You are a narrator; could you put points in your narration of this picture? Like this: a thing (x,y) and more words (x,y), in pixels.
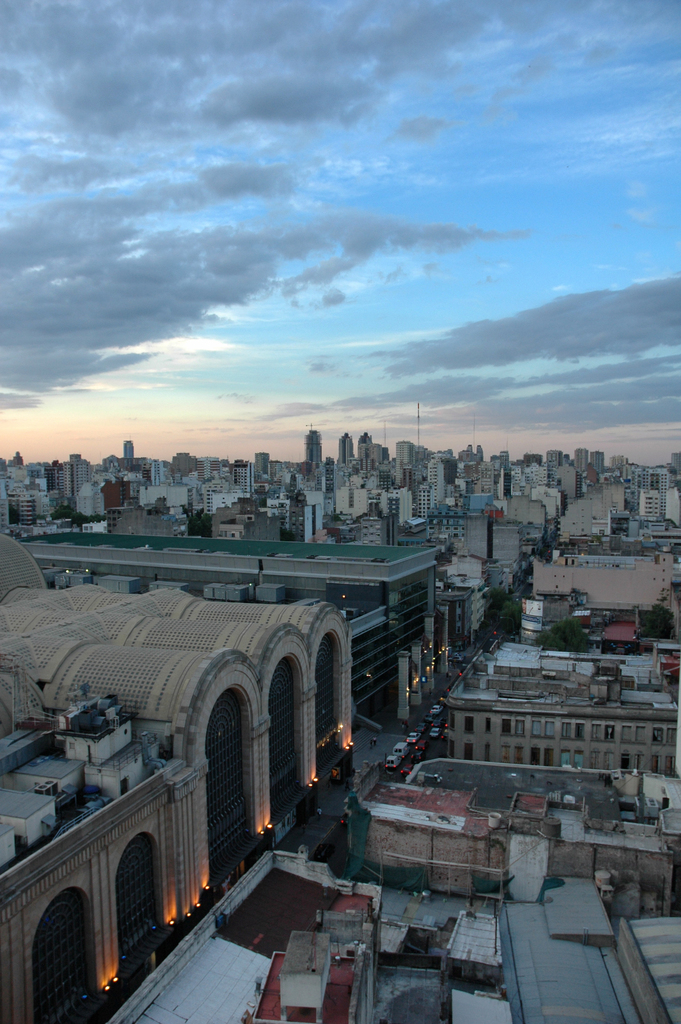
This is the view of the city (266,565). These are the buildings (373,575). I can see a road (426,739) with the vehicles (418,752). These are the clouds (287,260) in the sky (484,219).
